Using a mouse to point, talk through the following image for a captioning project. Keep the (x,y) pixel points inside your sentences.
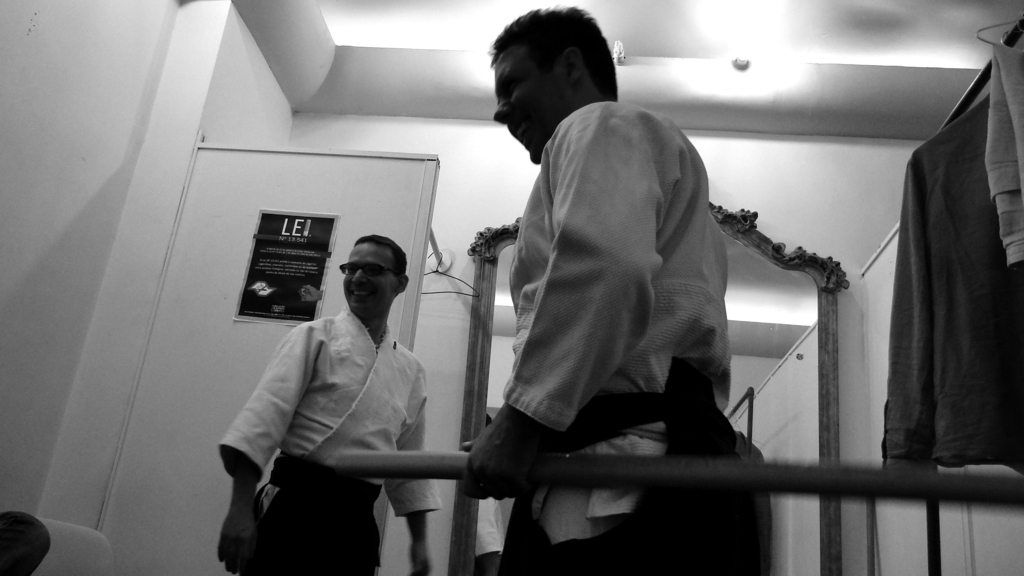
In this picture we can see a person (609,101) holding a rod (414,455) and smiling. We can see a man (350,330) wearing a spectacle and smiling. There is some text (277,314) visible on a poster (322,228). We can see this poster (288,240) on a white object (254,221). There are a few rods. We can see some clothes (924,166) on the hanging rods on the right side (928,178). There are lights (747,61).
